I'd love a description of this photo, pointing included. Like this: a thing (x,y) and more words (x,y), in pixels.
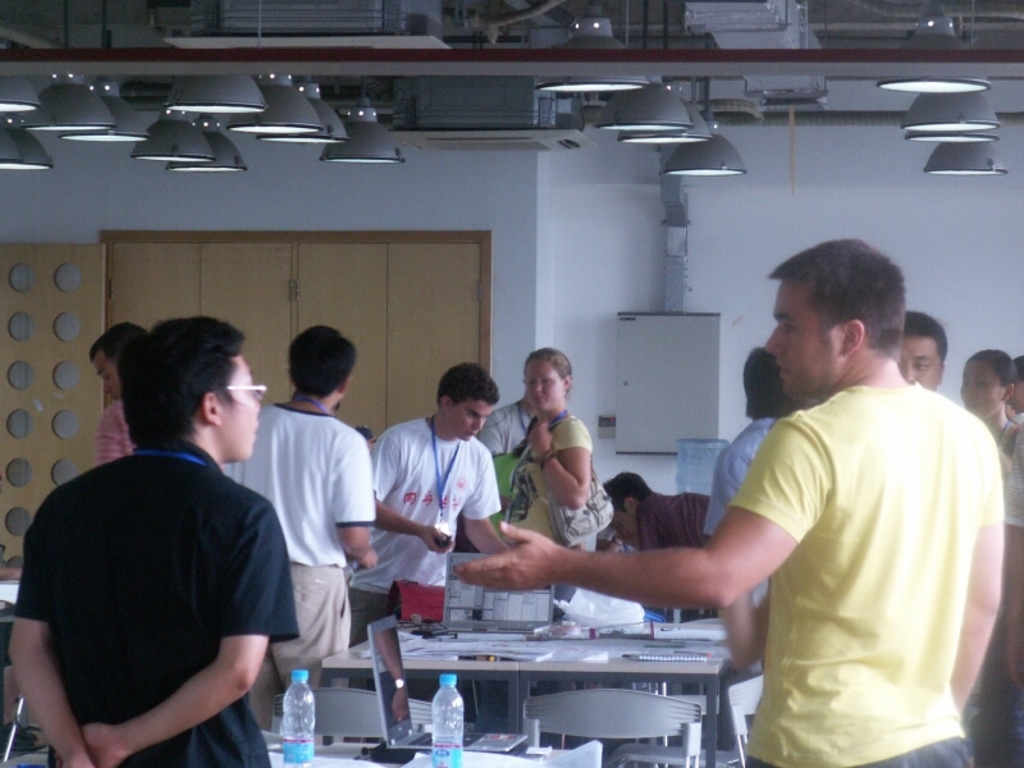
In this picture there are people (883,730) on the right (760,615) and left side of the image (257,639) and there are tables (506,755) at the bottom side of the image (507,610), on which there are papers (500,655), bottles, and laptops (466,569), there are lamps (968,97) on the roof (1019,81) at the top side of the image (963,124) and there are cupboards (654,441) in the background area of the image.
